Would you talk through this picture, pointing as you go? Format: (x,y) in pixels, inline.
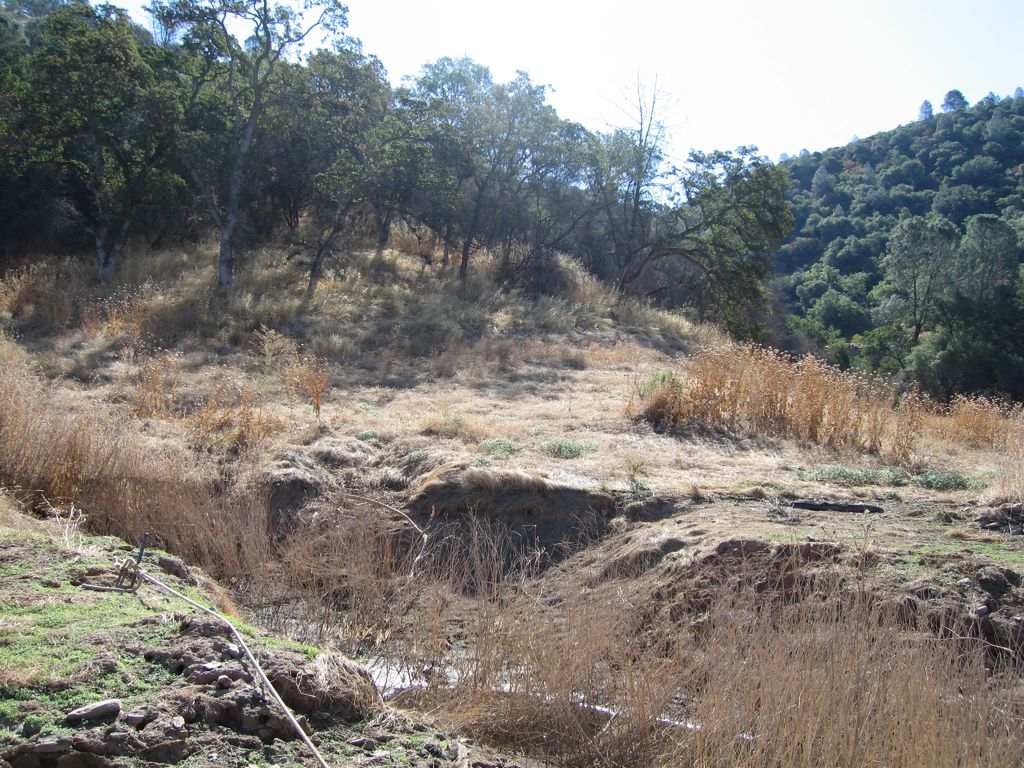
This picture consists of forest (210,310), in the forest (182,361) I can see grass (156,506), trees (810,252), the sky (775,82) at the top (880,89) and the rope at the bottom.
